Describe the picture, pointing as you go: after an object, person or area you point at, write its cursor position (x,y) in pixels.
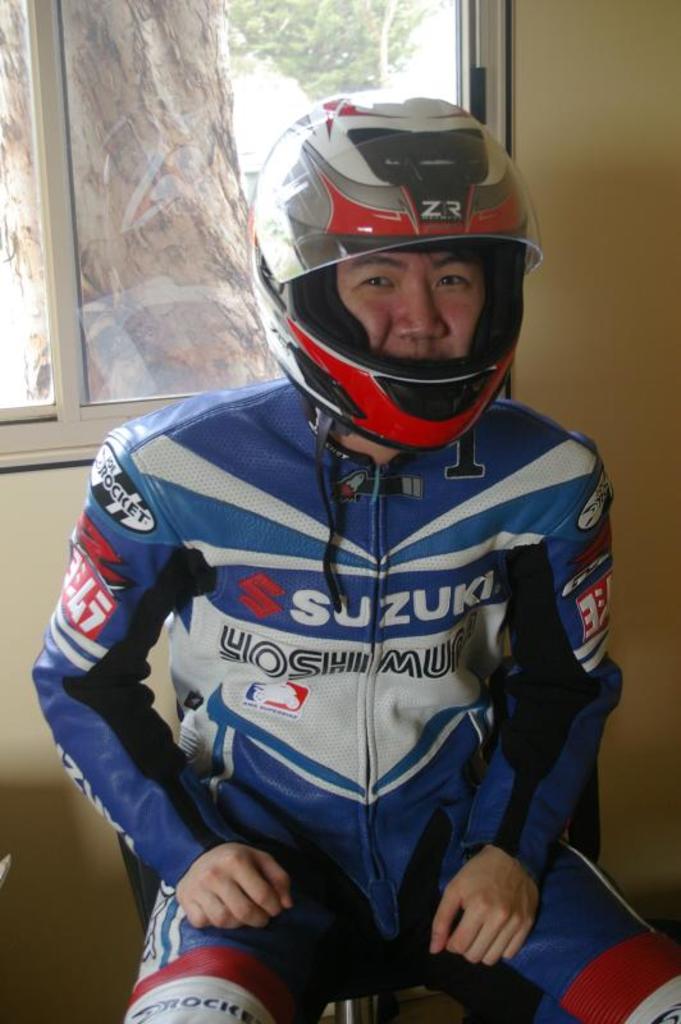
In this image, we can see a person (466,539) is sitting on the chair (360,990) and wearing a helmet (401,188). Background (571,232) we can see a wall (559,382) and glass window (193,386). Through the glass (144,246) we can see the outside view (124,215). Here we can see a tree trunk (176,160) and tree (298,20).
